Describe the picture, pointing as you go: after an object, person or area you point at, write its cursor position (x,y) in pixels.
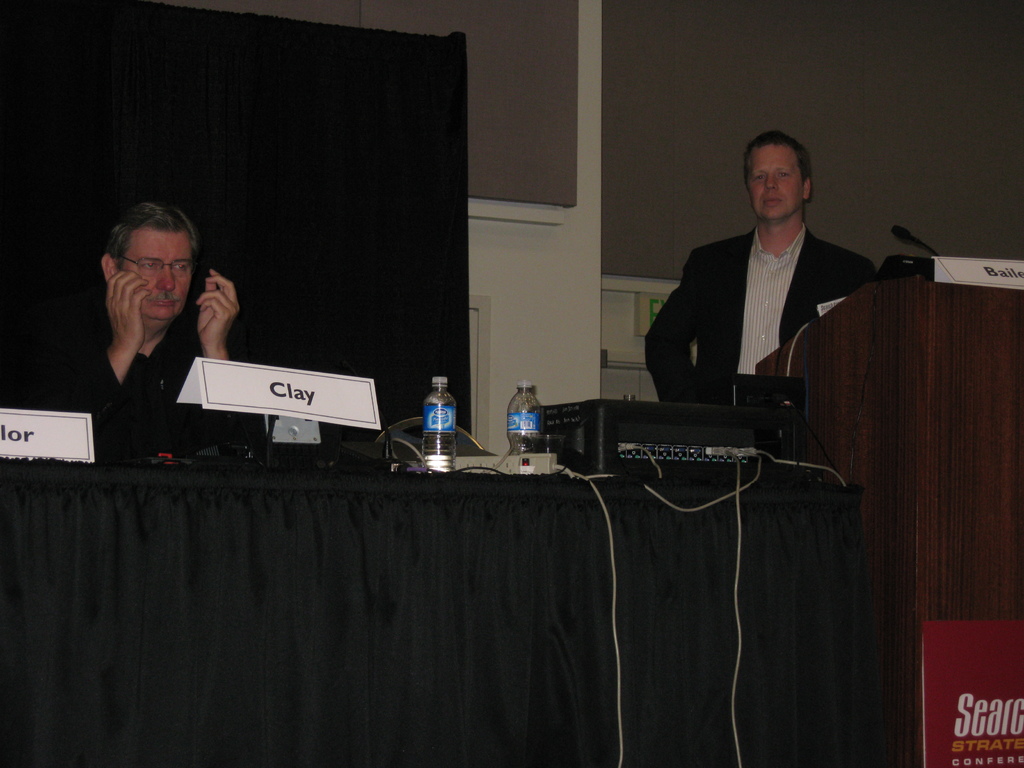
In the foreground of this image (651,423), on the table (385,591) there is an electronic device (640,437), bottles (448,435) and few boards (331,378). Behind it, there is a man (123,282) sitting and a man (684,312) standing in front of a podium (957,321) on which, there is a mic (923,245) and a board (984,266). In the background (646,177), there is a wall (615,99) and a black banner (275,139).
